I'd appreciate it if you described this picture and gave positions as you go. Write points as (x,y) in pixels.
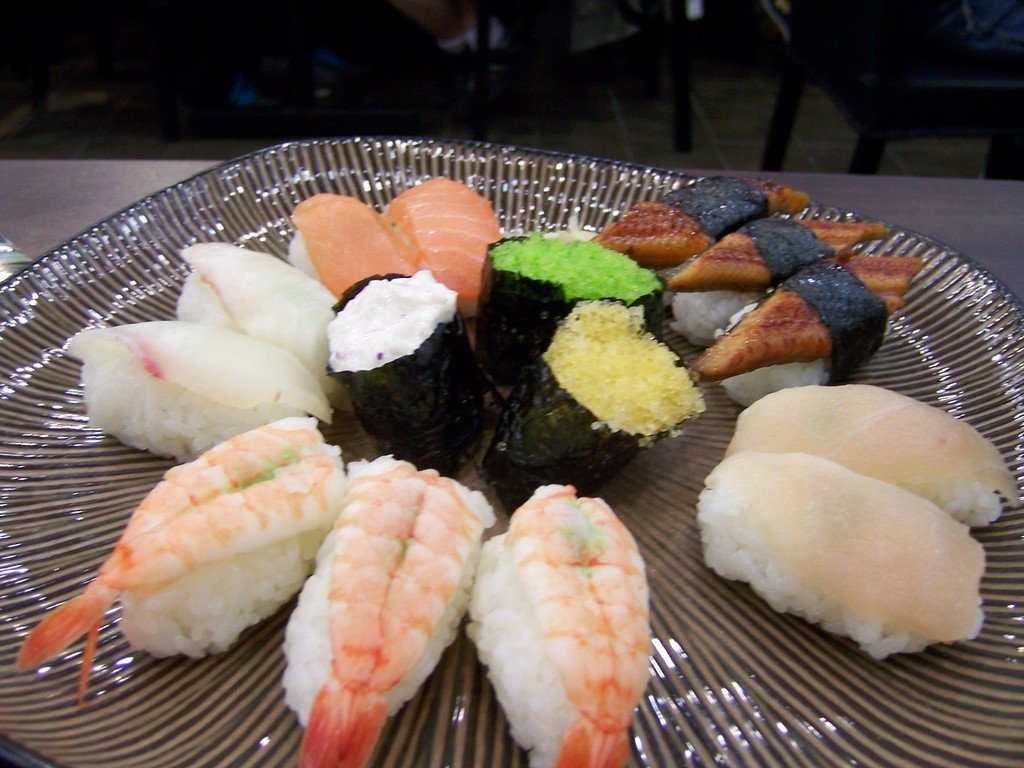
In the picture different types of sushi (500,538) were served on a plate (14,715), behind that plate (496,169) there are few chairs (940,104) on the floor (651,141).
